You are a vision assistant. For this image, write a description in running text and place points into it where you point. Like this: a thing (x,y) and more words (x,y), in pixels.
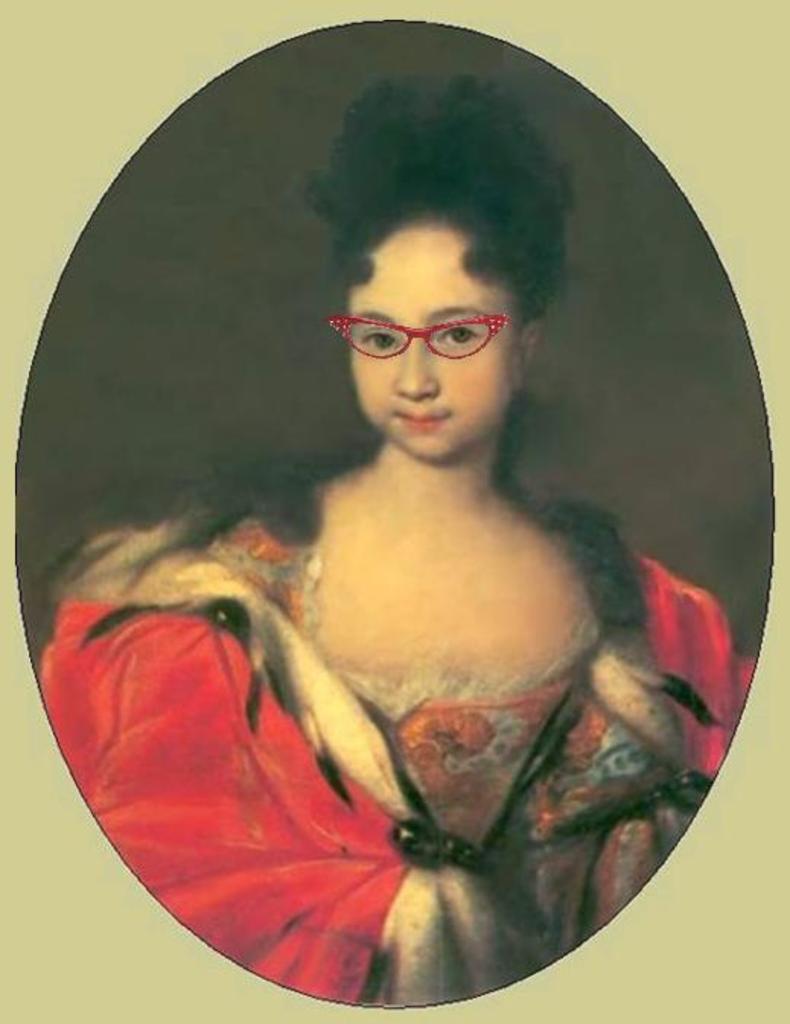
In this picture we can see a woman (610,655) wore goggles (377,326) and giving a beautiful smile (440,410). She is standing and she wore a dress (381,830) which is in red color.
